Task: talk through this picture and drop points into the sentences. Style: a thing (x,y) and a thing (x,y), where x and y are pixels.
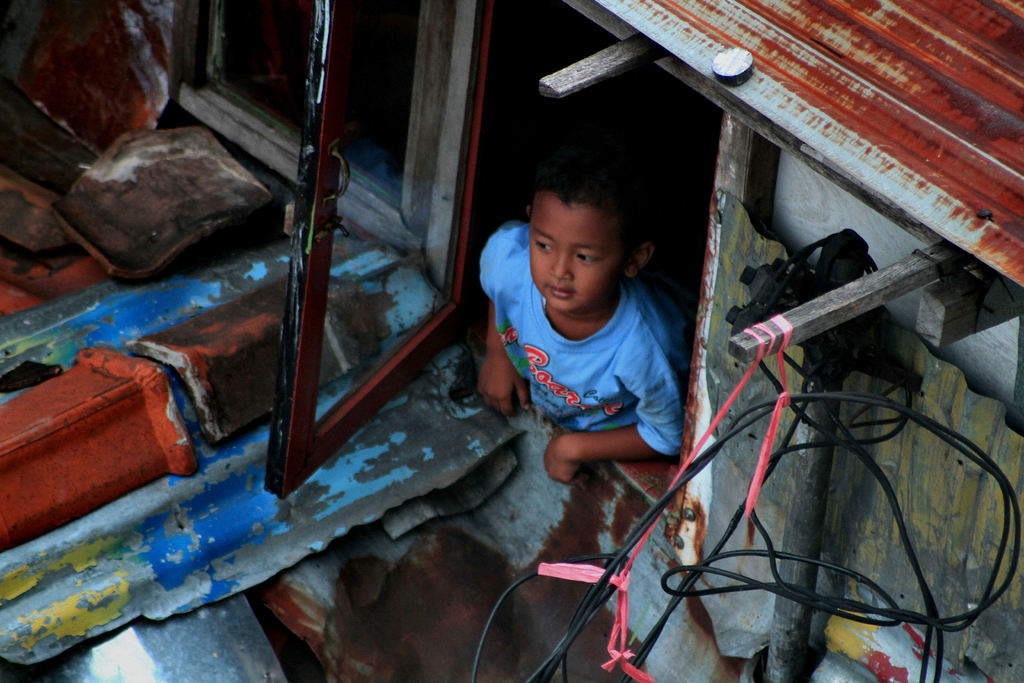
In this image I can see the child (570,353) with the blue color dress (636,377) and the child (578,366) is in the shed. In-front of the child (612,396) I can see the metal object (262,560) and the rocks (127,386). To the right (739,573) I can see the wires (737,552).
